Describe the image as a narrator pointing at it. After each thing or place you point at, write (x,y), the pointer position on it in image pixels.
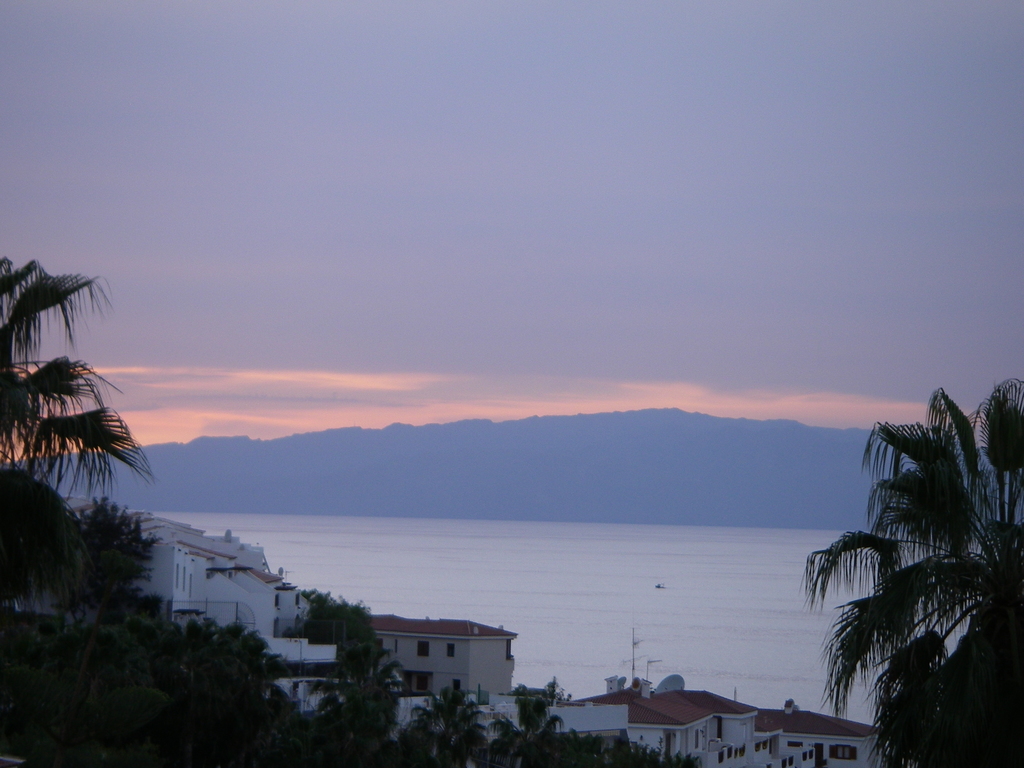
In this image at the bottom (574,703) there are some houses (297,648), trees (927,700) and some wires (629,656) and in the center (346,512) there is a sea (554,569) and in the background (397,465) there are some mountains (568,459). On the top of the image (576,226) there is sky (612,274).
